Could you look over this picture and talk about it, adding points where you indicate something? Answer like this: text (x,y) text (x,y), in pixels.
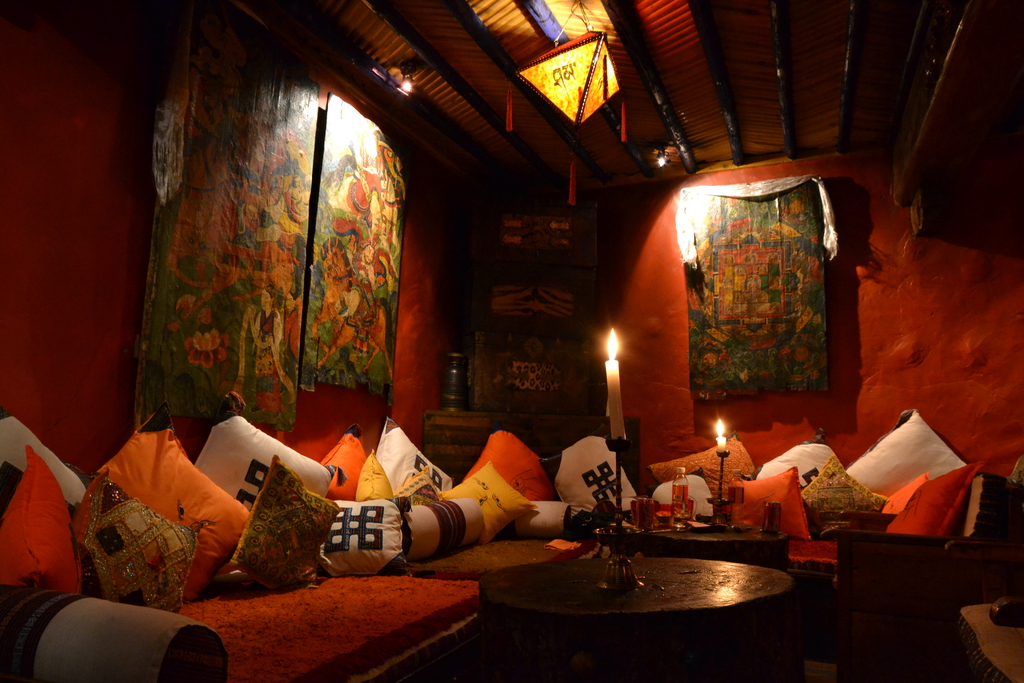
In this image, I can see candles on the candle stand (620,458), water bottle (684,513) and few other things (642,514) placed on the tables (676,597). I can see the couches (248,599) with cushions (424,532) on it. It looks like a wooden object (540,417), which is behind a couch (279,607). I can see the photo frames (774,300), which are attached to the walls (127,257). At the top of the image (566,106), this is a lantern (595,76) hanging to the ceiling (566,15).
